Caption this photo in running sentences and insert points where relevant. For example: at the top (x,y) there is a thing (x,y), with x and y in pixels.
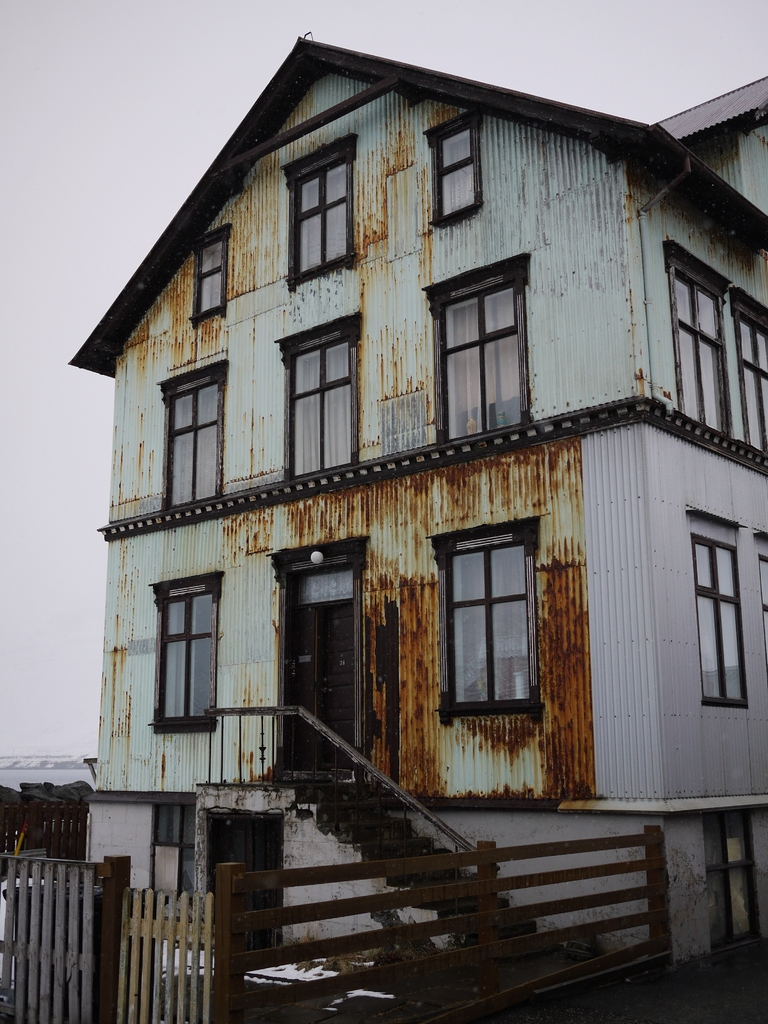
In this image we can see a building (465,601) with doors (353,655) and windows (513,690) and a light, in front of the building (651,482) there are stairs (391,858) and wooden fence (318,944) with gate (128,927) and sky (170,107) in the background (436,49).
